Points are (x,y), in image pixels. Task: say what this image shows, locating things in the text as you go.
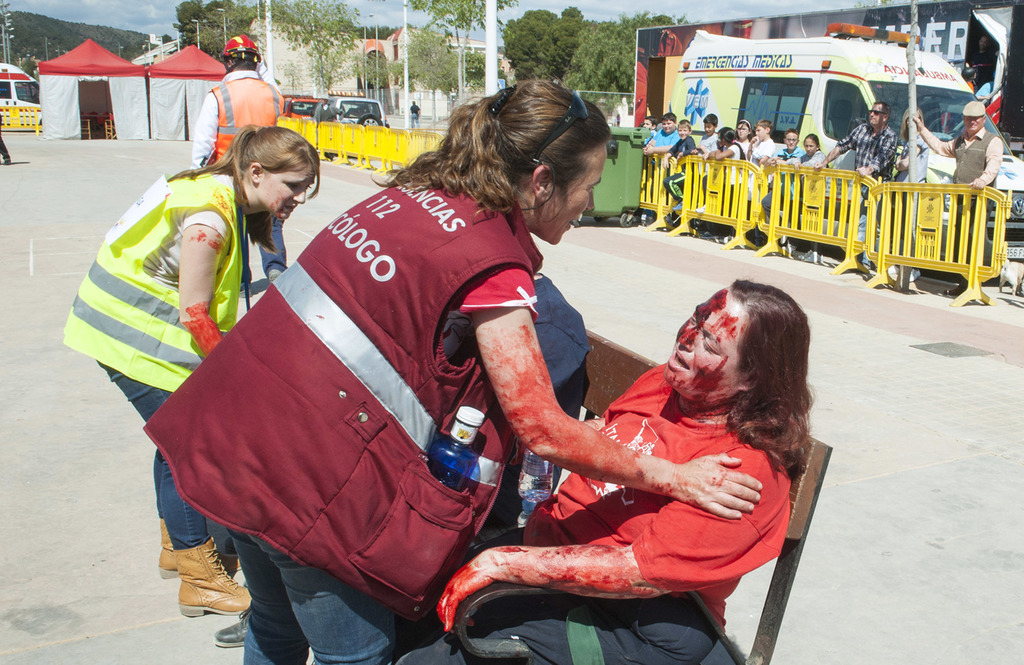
In this image, there are a few people (771,127). Among them, some people (685,437) are sitting on the bench (811,509). We can see the ground (692,236) with some objects (618,205). There are a few trees (570,60), poles (493,52), houses (295,62), tents (183,79), vehicles (844,115). We can see some yellow colored objects (928,226). We can see some hills (134,36) and the sky (75,14). We can see a board (959,26) with some text (959,26).
